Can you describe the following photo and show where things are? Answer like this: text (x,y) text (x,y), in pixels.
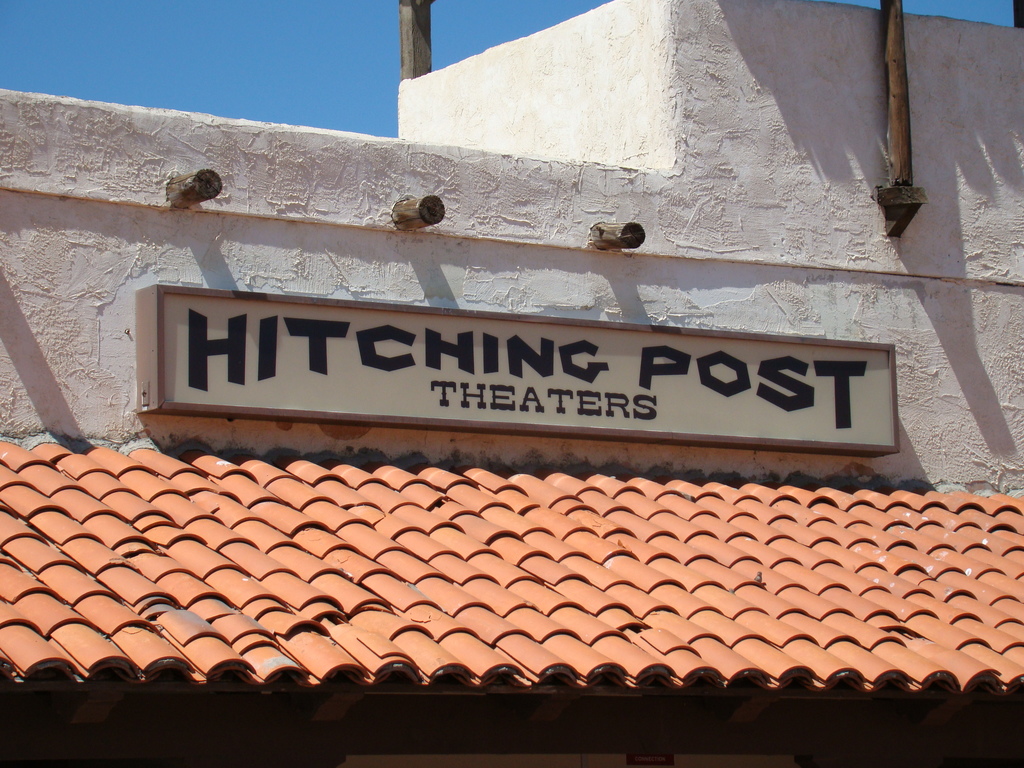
In this picture, we see a building (563,160) in white color. At the bottom of the picture (632,648), we see the roof (463,478) of the building (564,551) in brown color. In the middle of the picture (565,398), we see a hoarding board (575,373) with text (845,415) written as "HITCHING POST THEATERS" is placed on the wall (26,237). In the left top of the picture (223,61), we see the sky (305,82), which is blue in color.
